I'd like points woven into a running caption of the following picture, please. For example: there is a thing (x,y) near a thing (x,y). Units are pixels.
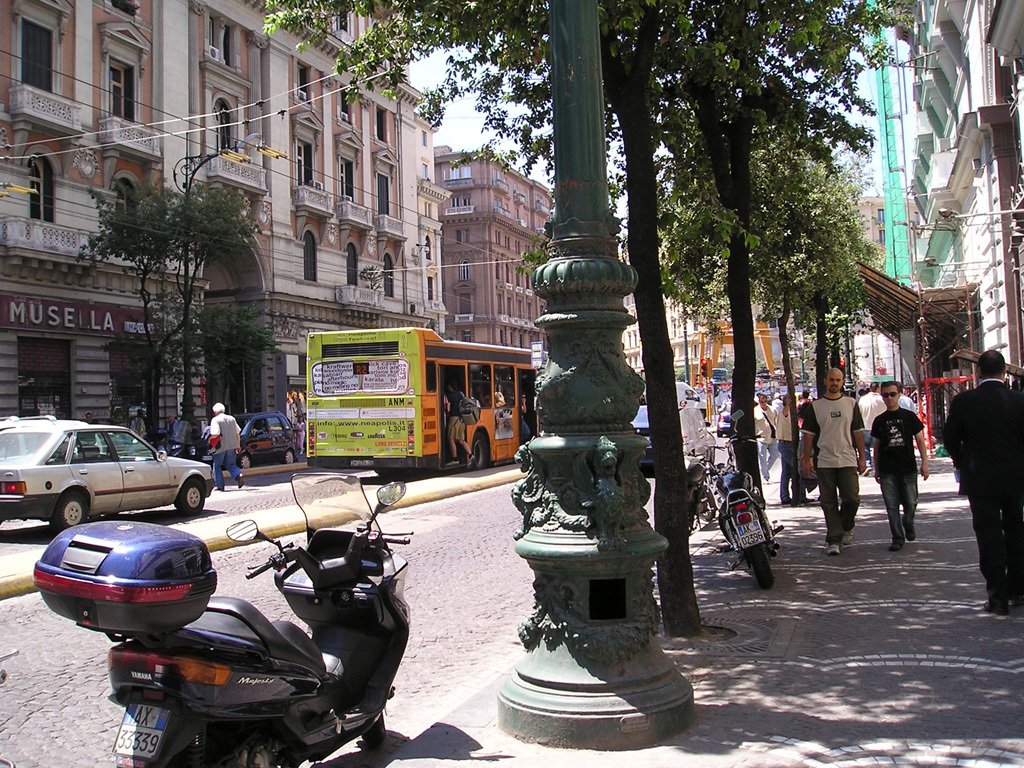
In this image we can see buildings (254,179), air conditioners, stores (92,325), motor vehicles (520,372) on the road (436,526), persons (227,448) walking on both footpath (481,729) and road (429,510), pillars (581,171), trees (713,151) and sky (435,140).
